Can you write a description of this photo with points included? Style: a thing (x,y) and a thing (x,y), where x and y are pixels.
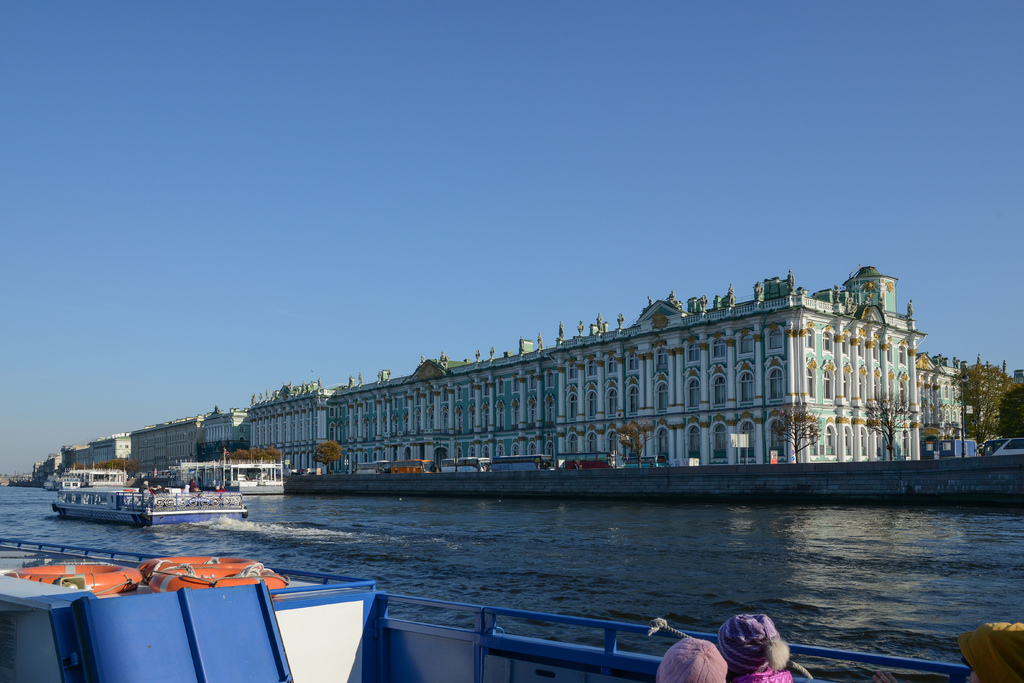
In this image we can see buildings (406,400), trees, ships (266,489) on the water (526,532), people (708,654) sitting in the ship (515,655) and sky (432,348).
